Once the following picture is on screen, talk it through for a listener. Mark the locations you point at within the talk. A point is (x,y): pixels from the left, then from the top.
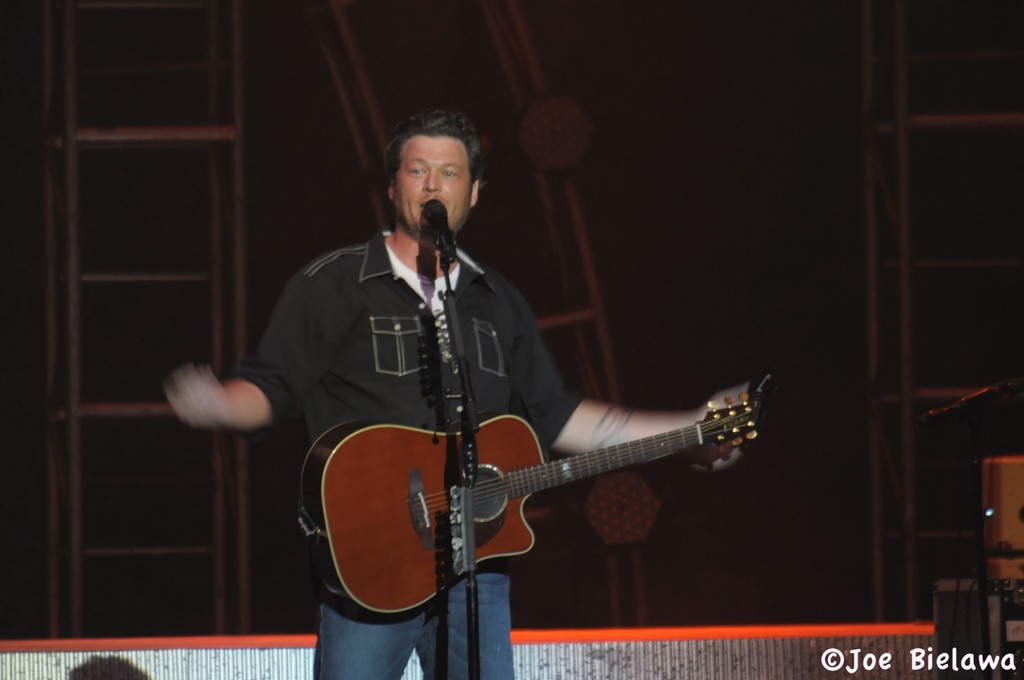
In this image I can see a man (356,350) standing and holding a guitar (489,483). In front of this person (361,365) there is a mike stand (468,548). It is looking like a stage (293,679).
